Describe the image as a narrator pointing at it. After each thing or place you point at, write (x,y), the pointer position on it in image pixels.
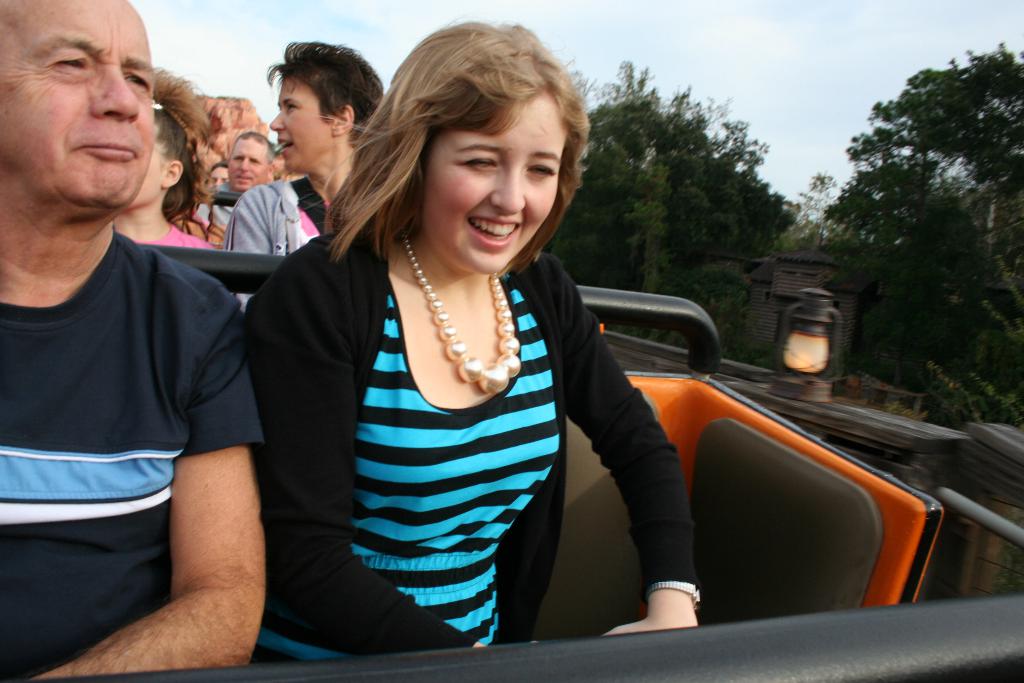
In the center of the image (559,393) we can see people (277,272) sitting in the vehicle (802,457). On the right (791,352) there is a lamp (781,366) placed on the wall (833,405). In the background (692,221) there are trees (664,244), shed (755,273) and sky (727,29).
